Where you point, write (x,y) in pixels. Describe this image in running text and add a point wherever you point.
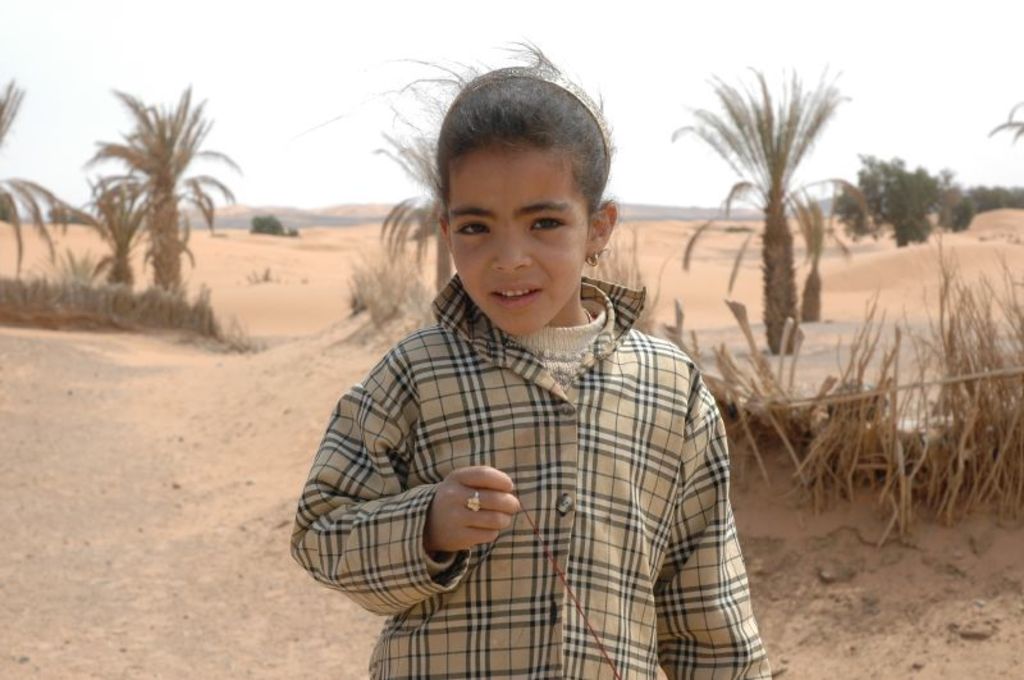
In this image I can see the person (431,349) standing and the person (512,335) is wearing cream and black color dress (603,400). Background (62,109) I can see few trees (425,186) in green color and the sky (318,50) is in white color.
